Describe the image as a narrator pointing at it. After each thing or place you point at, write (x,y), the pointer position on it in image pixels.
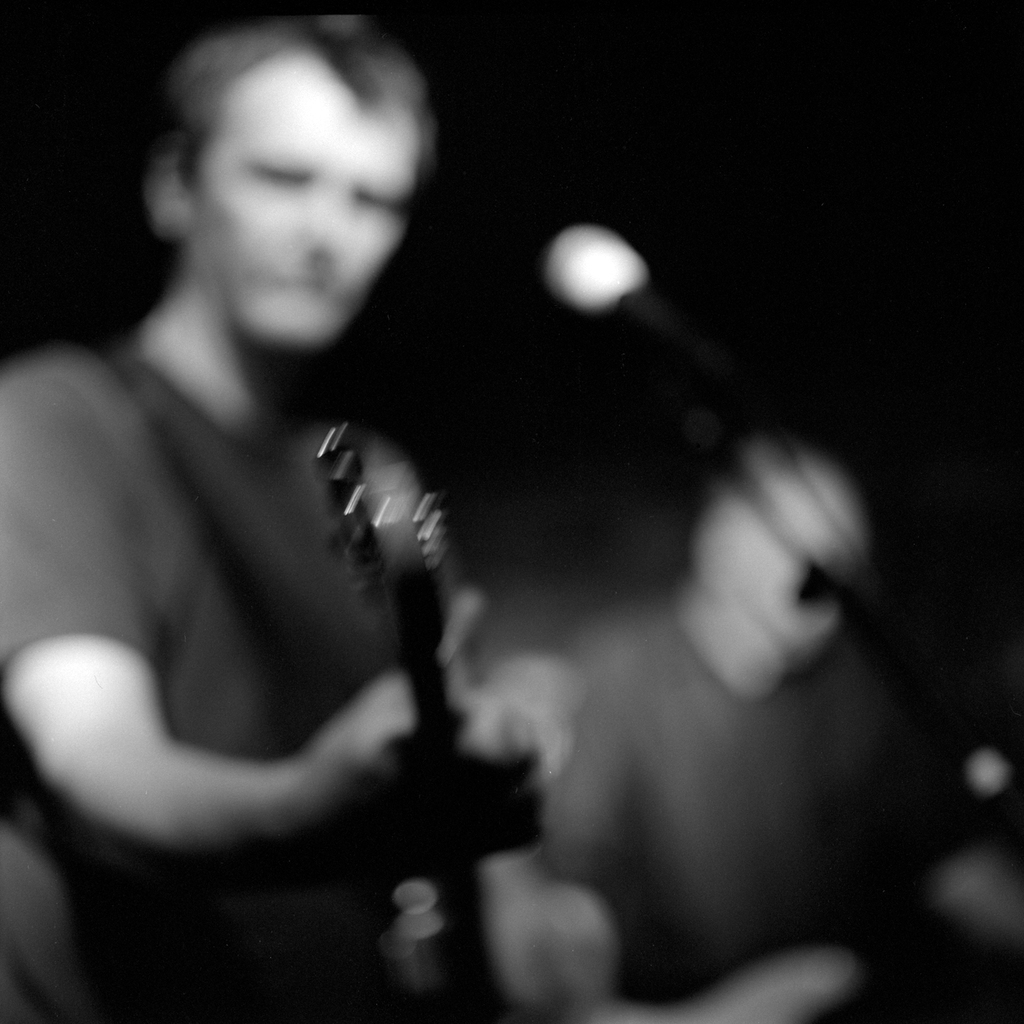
This is a black and white picture. Here we can see two persons (675,688). He is playing guitar (315,962) and this is mike (603,265).
